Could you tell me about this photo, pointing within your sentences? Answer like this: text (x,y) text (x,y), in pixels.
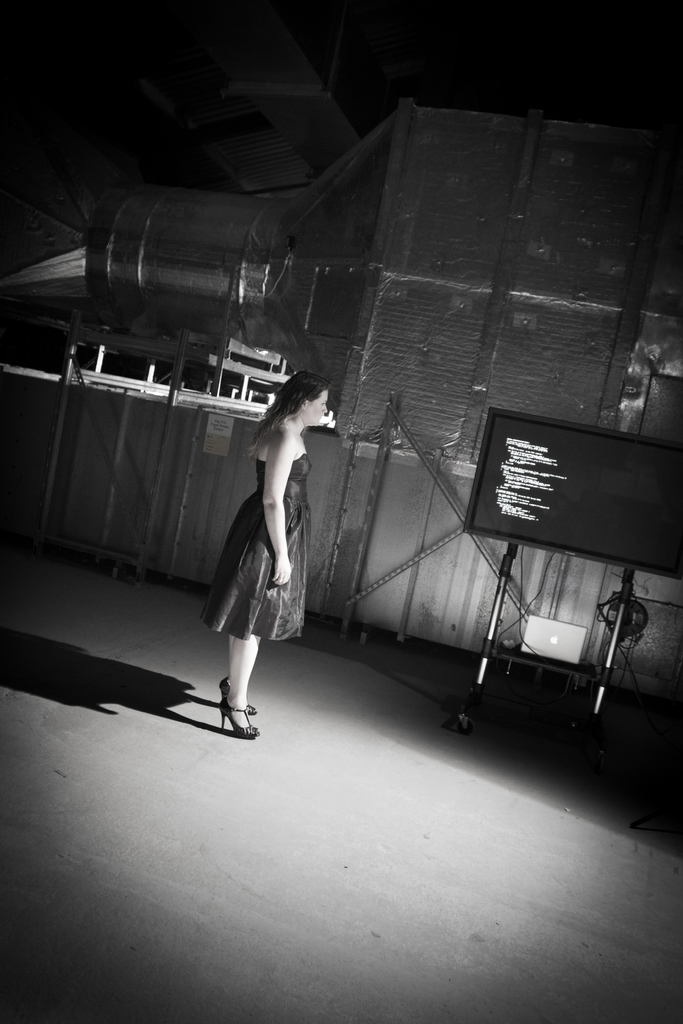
Here in this picture we can see a woman (278,486) standing on the floor (198,617) over there and on the right side (520,490) we can see a monitor screen (497,440) present on a stand (512,551) over there and beside her also we can see other things (260,414) present over there.
